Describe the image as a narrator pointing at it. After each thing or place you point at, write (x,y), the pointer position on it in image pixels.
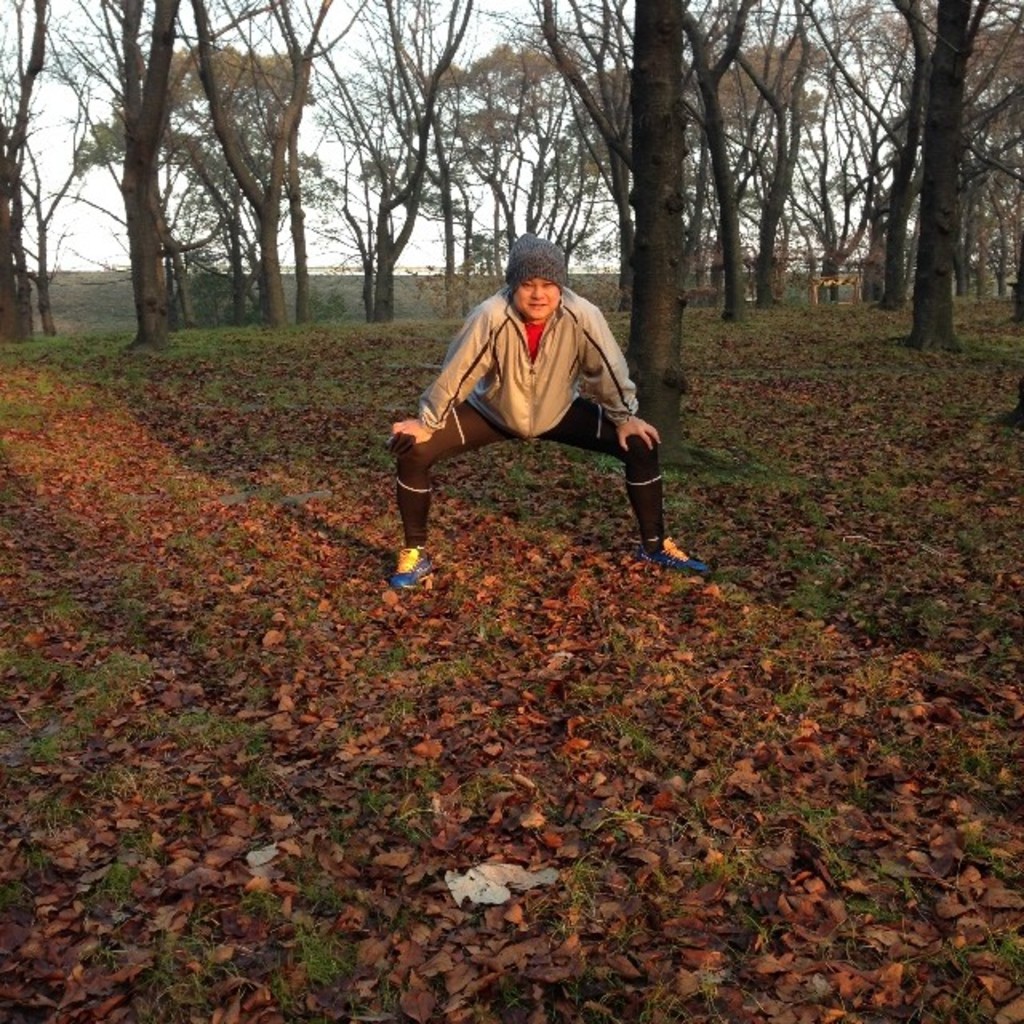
There is a person (539,385) wearing a jacket (525,344) and a cap (533,274). On the ground (357,634) there is grass (763,619) and dried leaves (497,676). In the background (480,181) there are trees (466,143) and sky (367,114).
